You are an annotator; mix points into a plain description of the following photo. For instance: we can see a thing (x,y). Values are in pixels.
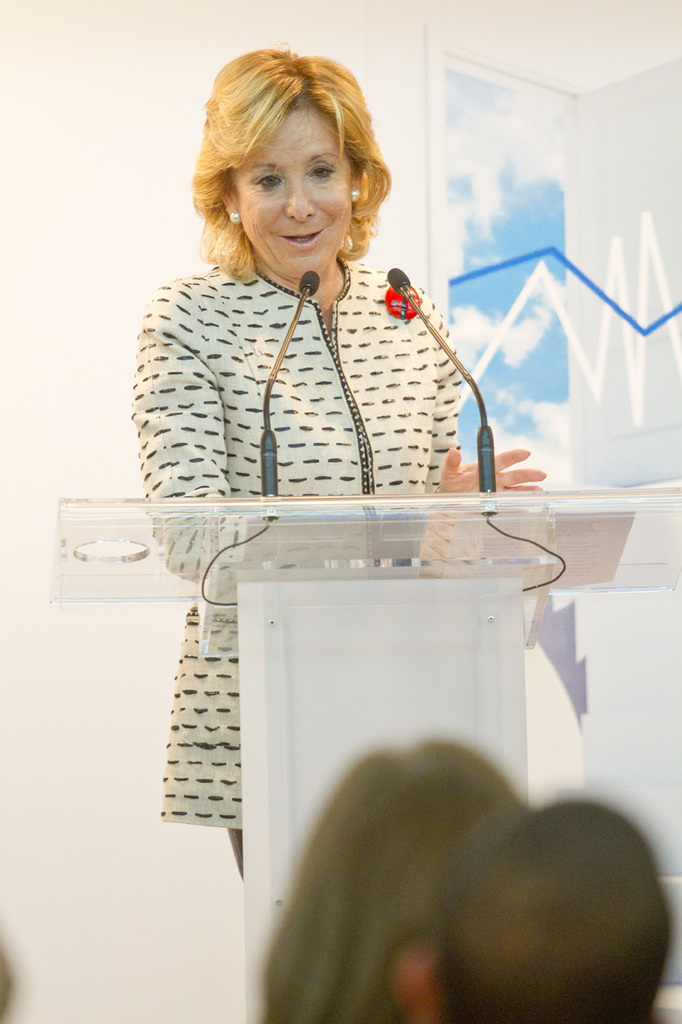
In this image we can see a person (331,209) standing near the podium (495,501) with mic's (494,455) and there are heads (428,872) of persons (432,927), and a wall (67,302) in the background (188,232).
